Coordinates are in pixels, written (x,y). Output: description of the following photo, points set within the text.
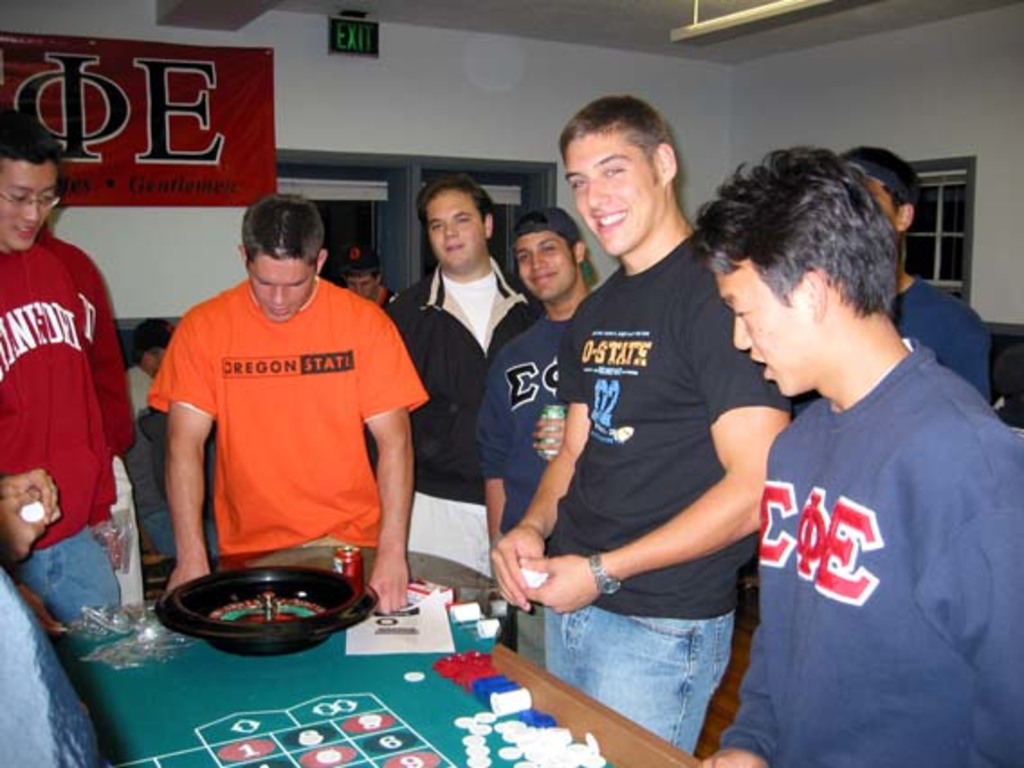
In this image there are group of persons (223,387) standing, there are persons (614,509) holding objects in the hand (538,590), there are persons (65,501) truncated towards the left of the image (37,492), there is a person (963,529) truncated towards the right of the image (935,514), there are objects (530,747) on the surface (325,671), there is wall (148,261) behind the persons (608,101), there is a board (342,42) with text (349,36) on it, there is a light (764,16) truncated, there is a roof (592,17), there is a board (243,132) truncated towards the left of the image (144,124), there is text (121,107) on the board (103,106), there is window (963,231), there is wall (975,111) truncated towards the right of the image (941,108).
